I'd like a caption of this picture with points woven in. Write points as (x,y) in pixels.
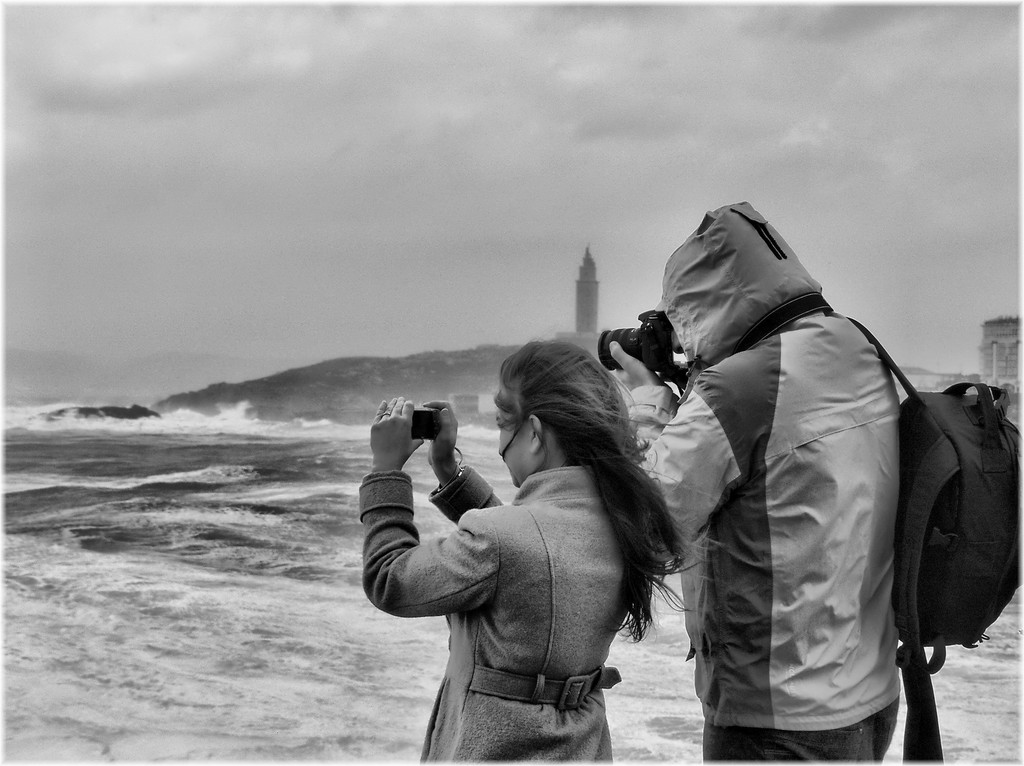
In the image we can see black and white picture of a woman (492,549) and a man (882,619) standing, wearing clothes (588,610) and holding gadget (652,323) in their hands (382,457). Here on the right side (816,506), we can see a person (860,543) carrying bag (954,535). Here we can see water (197,621), hill (346,397), lighthouse (586,293) and the sky (443,126).
